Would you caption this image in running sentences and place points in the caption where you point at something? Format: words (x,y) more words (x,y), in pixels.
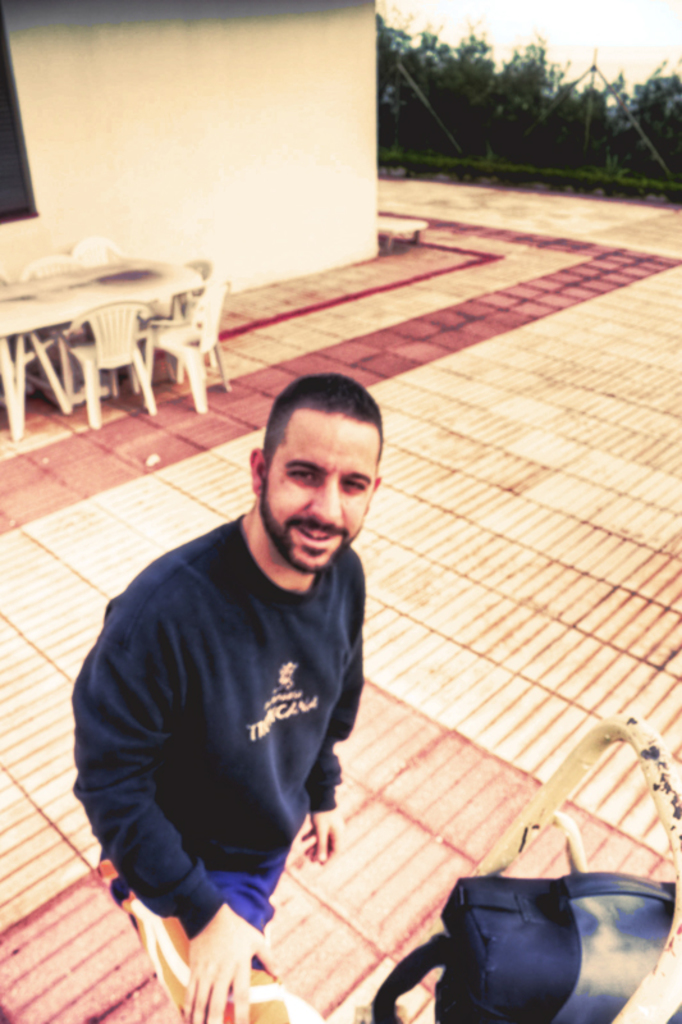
There is one man (223,684) standing at the bottom of this image (224,799). We can see chairs (110,346) and a table (48,371) is on the left side of this image (46,350). There is a wall (267,194) and trees (681,129) are present at the top of this image (340,113).
